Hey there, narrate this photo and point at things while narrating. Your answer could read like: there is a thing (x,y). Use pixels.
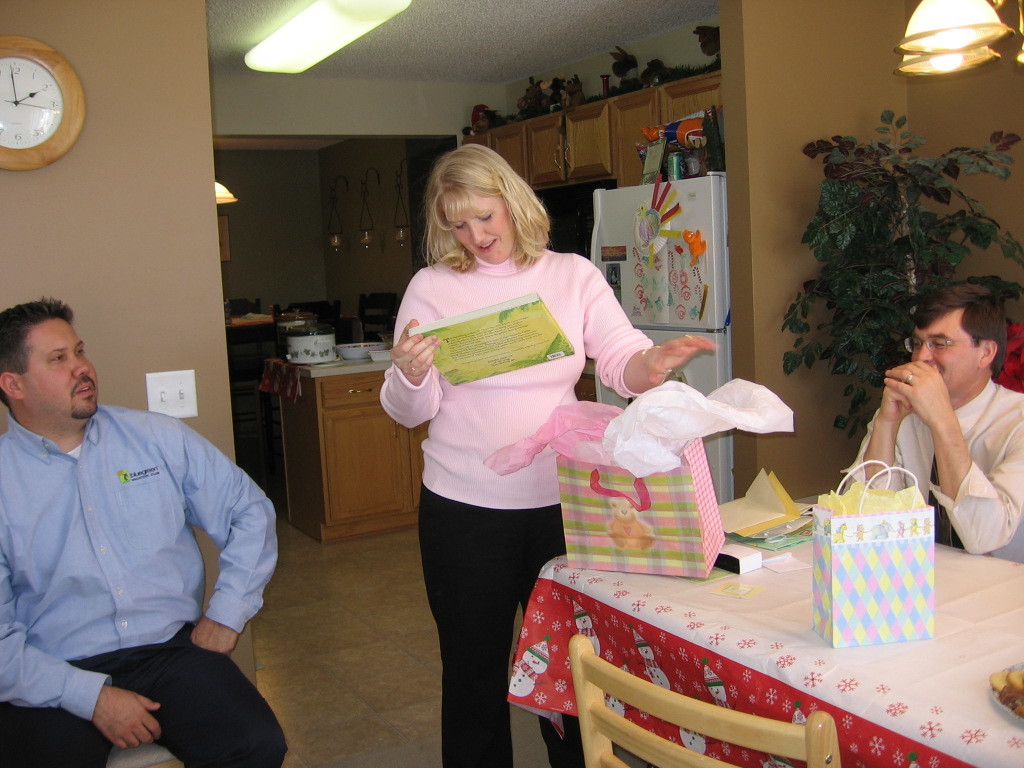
On the left side of the image (74,674) we can see a person (118,669) is sitting on the chair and a clock (40,146) is there on the wall (19,180). In the middle of the image (455,290) we can see a lady (569,374) is holding something in her hand (424,372) and fridge (641,291) and cupboard (340,449) is there. On the right side of the image (899,377) we can see a person (962,503) is sitting on chair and keeping his hands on the table (890,645), a plant (920,221) and light (920,22) is there.
